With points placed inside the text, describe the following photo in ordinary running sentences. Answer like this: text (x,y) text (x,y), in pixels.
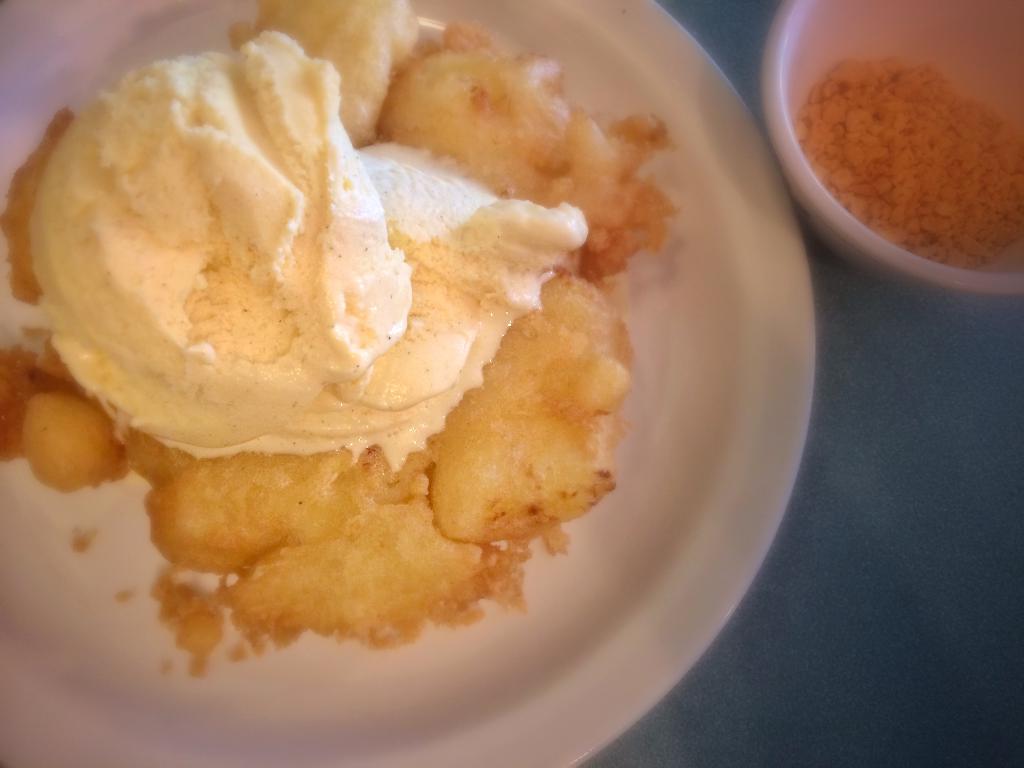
In this image there is a table (831,533) with a bowl (895,247) of crumbles (920,147) and a plate (290,662) with ice cream (389,322) and dessert (470,478) on it.
